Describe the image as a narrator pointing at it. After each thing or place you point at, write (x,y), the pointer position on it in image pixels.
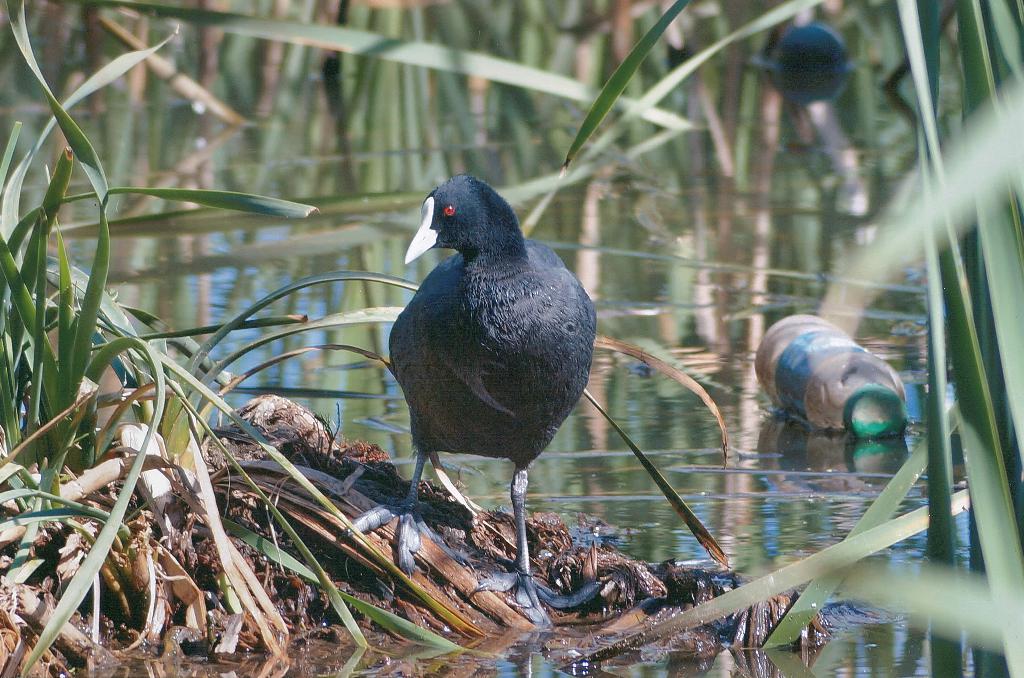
In this image I can see the grass (447,478) and water (615,244). On the right side (847,365) there is a bottle (844,359). In the middle of the image (477,346) there is a black color bird (437,360) which is looking at the left side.
